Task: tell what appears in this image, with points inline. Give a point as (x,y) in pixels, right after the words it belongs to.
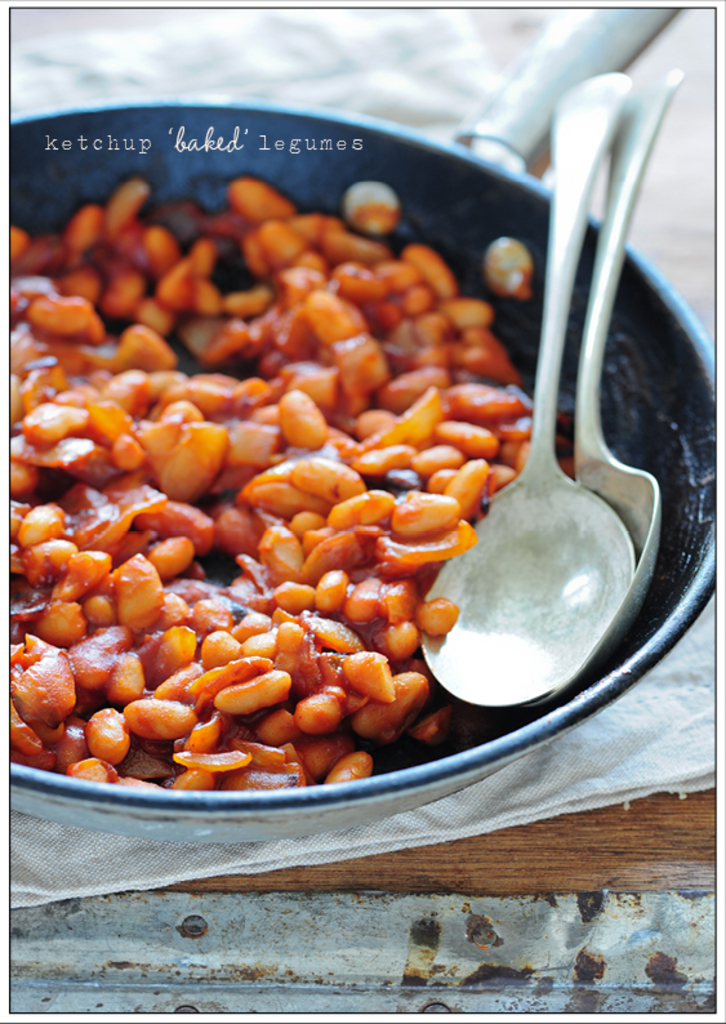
In the image we can see there are beans (231,464) and food item (250,326) kept in the pan (684,348). There are spoons (531,514) kept on the pan (666,545) and the pan (701,379) is kept on the table (457,962).
